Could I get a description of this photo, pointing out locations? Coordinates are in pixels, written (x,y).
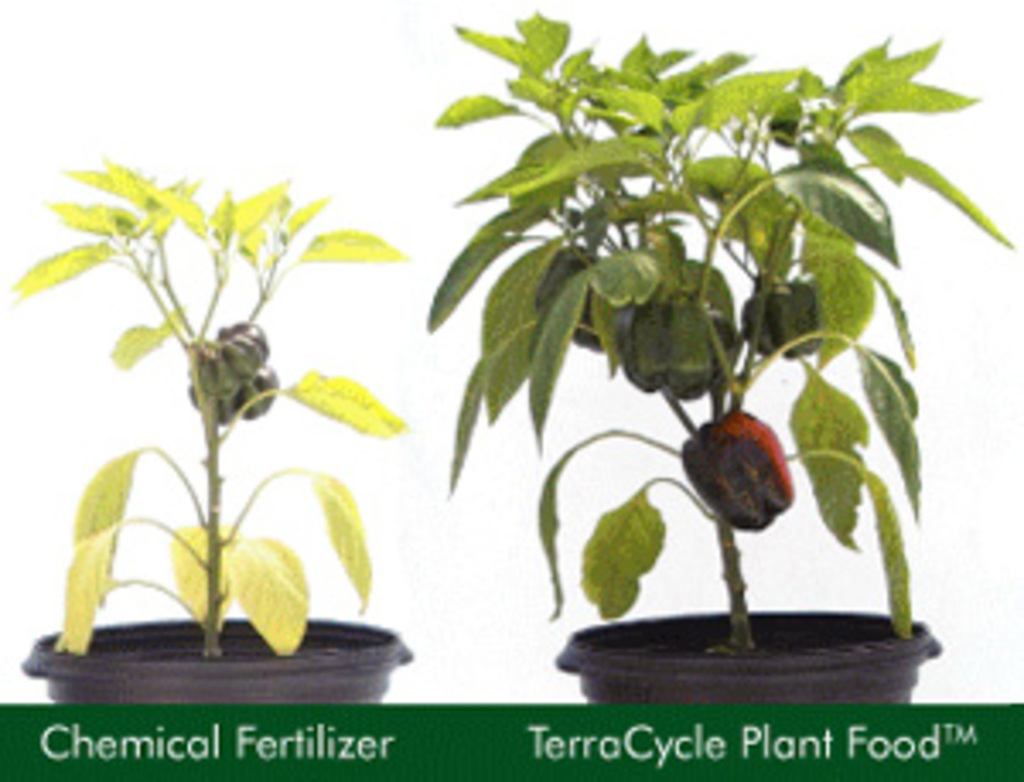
In this image we can see two plants (807,386), and vegetables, also we can see the text (93,734) on the image.
